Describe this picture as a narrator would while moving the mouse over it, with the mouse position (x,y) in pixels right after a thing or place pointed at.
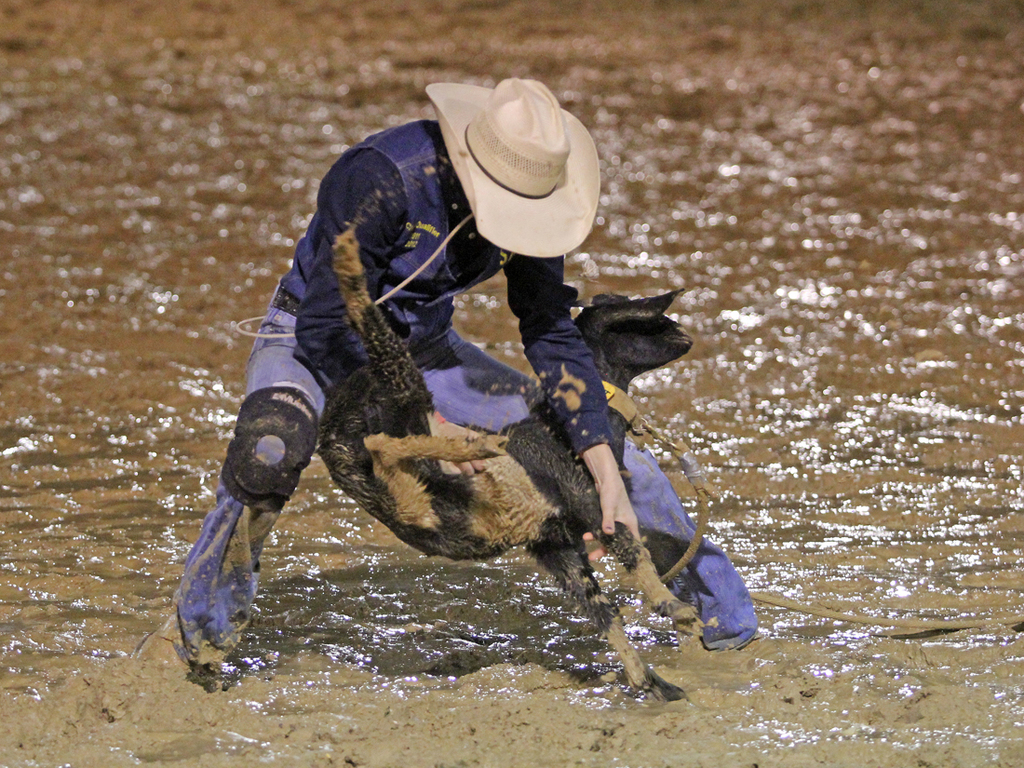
In this picture I can see the mud ground (35,201). I can see a person (333,292) on it and I see that the person (533,240) is wearing a hat (490,140) and holding an animal (403,457).
